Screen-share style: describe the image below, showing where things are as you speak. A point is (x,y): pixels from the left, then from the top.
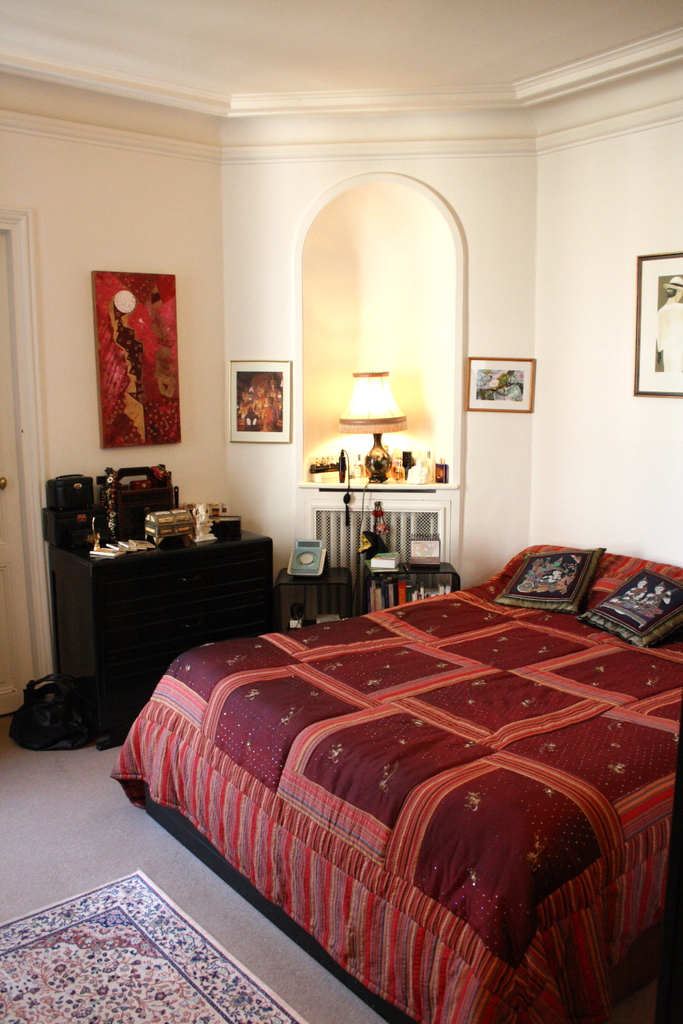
In this image we can see a bed (372,988) which is on the right side (465,969). This is a wooden drawer (187,579). Here we can see a table lamp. These are photo frames (658,345) which are fixed to a wall (621,393).
